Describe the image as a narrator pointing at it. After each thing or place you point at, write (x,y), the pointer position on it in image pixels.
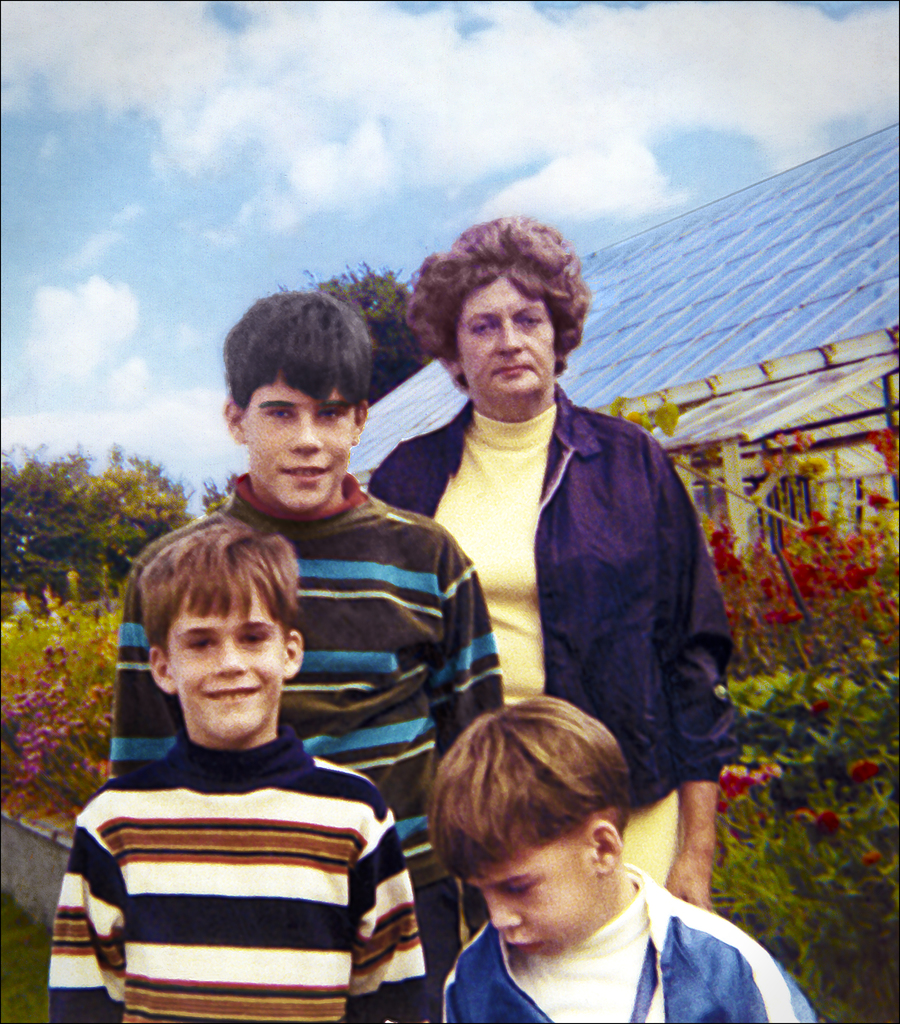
In this image there is a painting (534,596), in the painting (459,733) there are three boys (478,718) and a woman (428,475), two of them with a smile on their face (285,676), behind them there are trees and a house (679,353).
